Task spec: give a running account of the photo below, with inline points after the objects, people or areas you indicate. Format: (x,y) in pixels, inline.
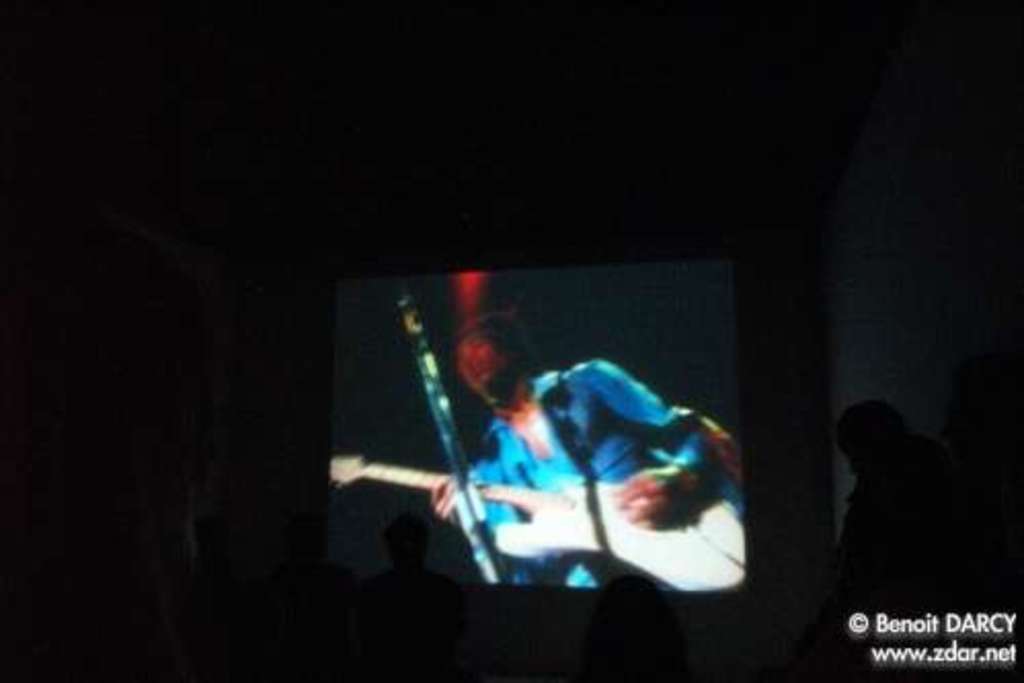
In this image we can see a television (482,455). On the right side of the image (885,464) there is a person (870,508).
